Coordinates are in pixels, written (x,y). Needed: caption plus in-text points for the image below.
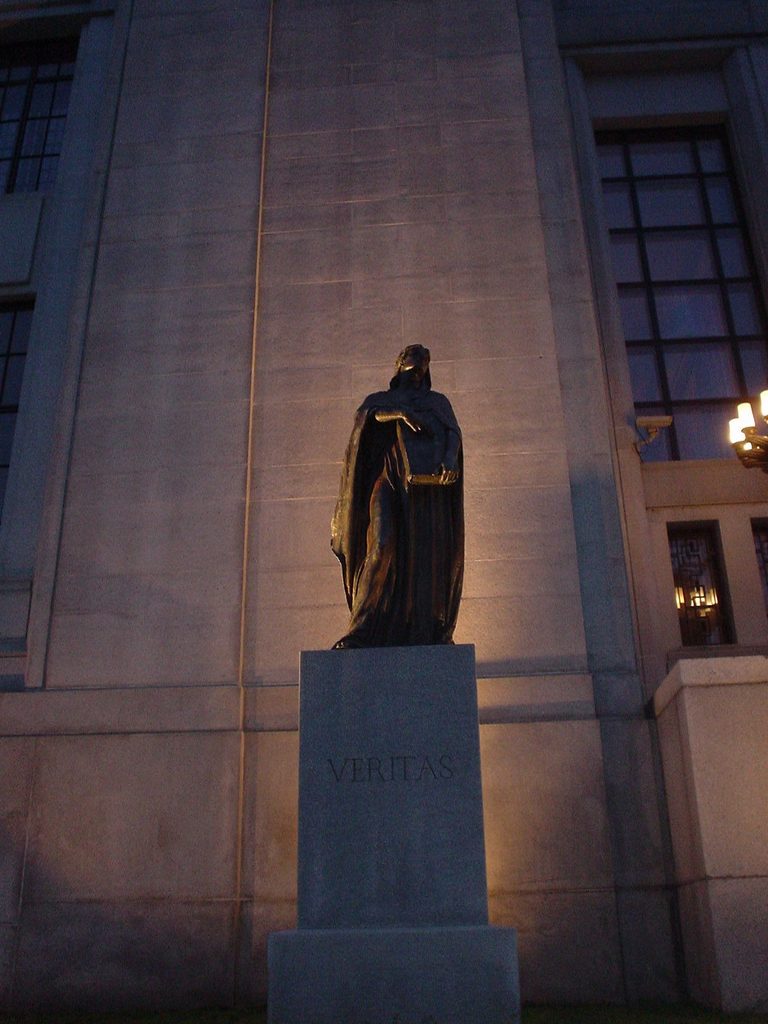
This image consists of a building (360,143). It has windows (708,321).
